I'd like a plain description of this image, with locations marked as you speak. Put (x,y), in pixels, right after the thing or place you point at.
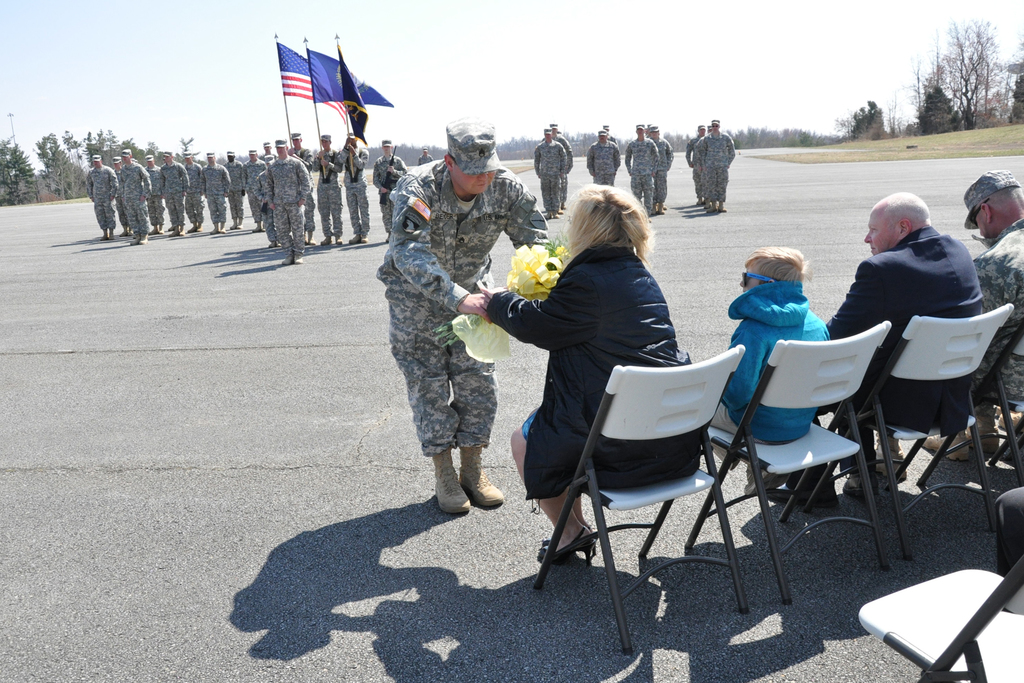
This picture shows few people (364,166) standing holding flags (288,94) and we see people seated on the chairs (952,635) and we see trees (979,108) around.
